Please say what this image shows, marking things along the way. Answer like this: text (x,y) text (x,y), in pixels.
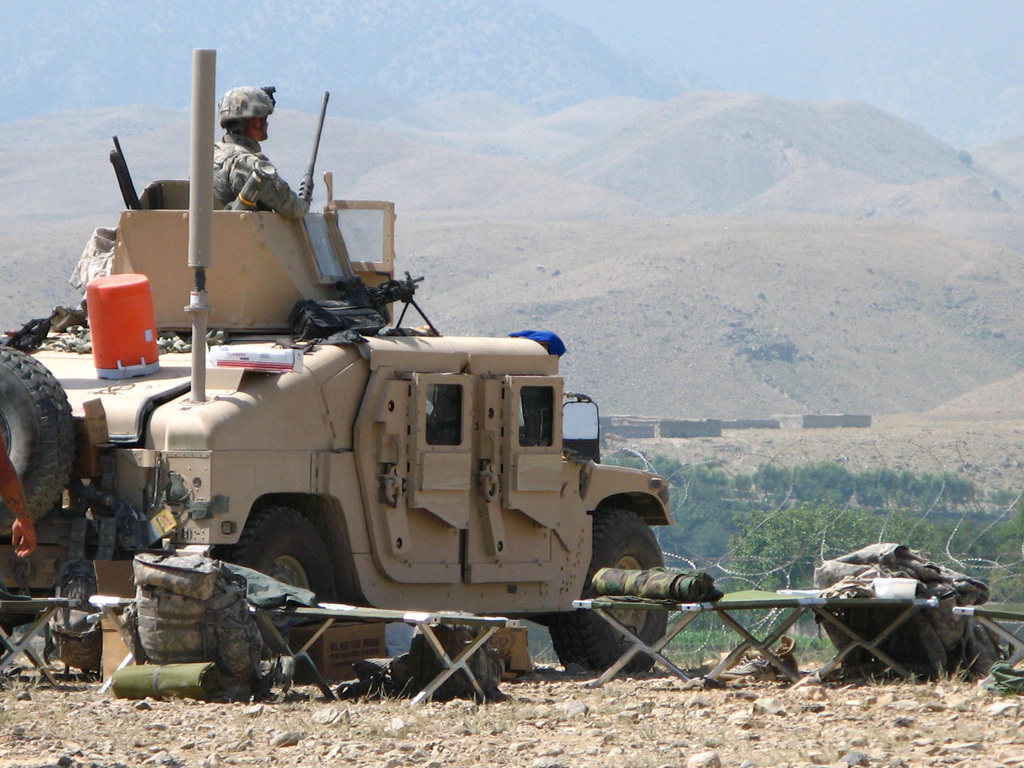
This is an outside view. On the left side (108,390) there is a vehicle (179,358) and there is one person (230,147) on this vehicle (182,304). At the bottom (268,697) there are few bags (190,647) placed on the tables (452,616). There are many stones (480,727) on the ground (796,731). In the background (597,223) there are few hills (457,130).
